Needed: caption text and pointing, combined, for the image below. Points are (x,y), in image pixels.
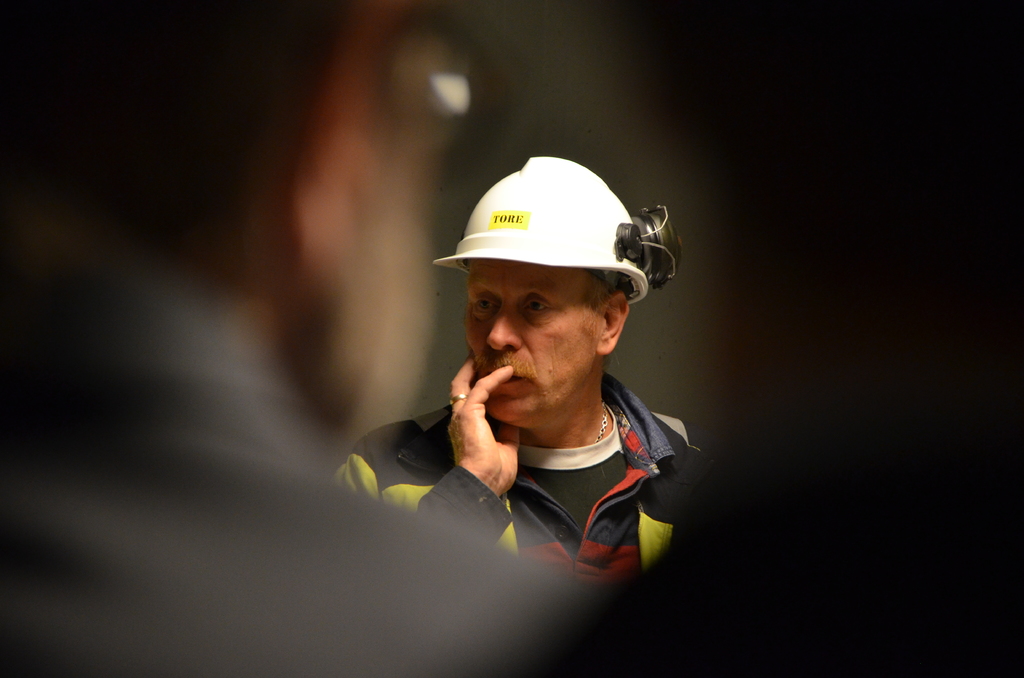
This picture describes about group of people (571,408), in the middle of the image (564,417) we can see a man (527,403), he wore a helmet (525,210).
